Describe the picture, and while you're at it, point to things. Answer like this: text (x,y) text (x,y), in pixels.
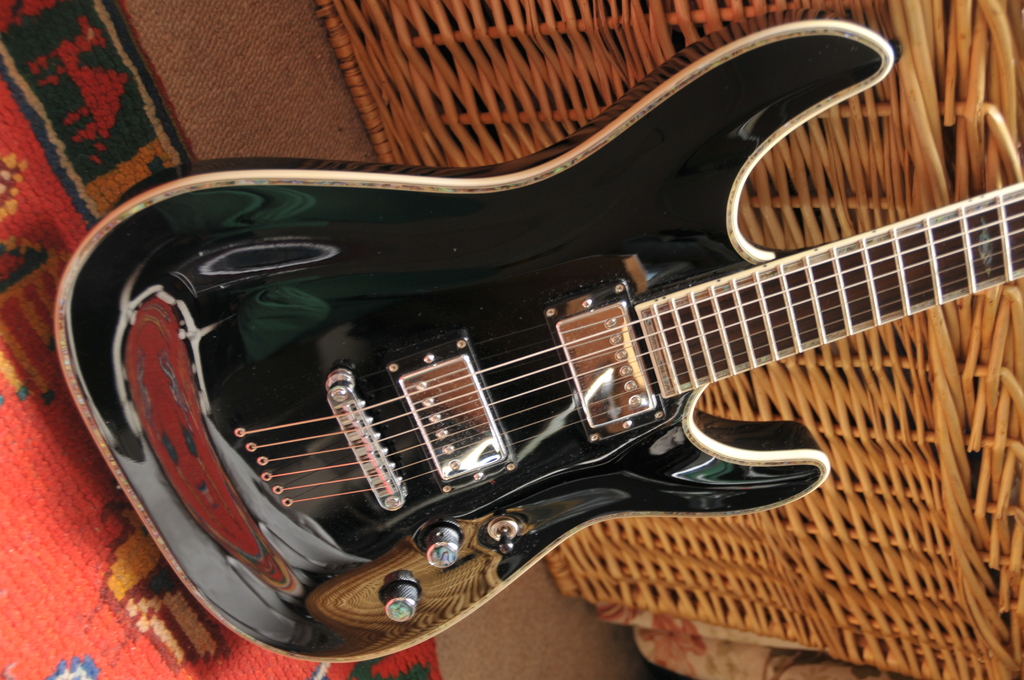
In front of the image there is a guitar (255,389) on the mat (17,142). Beside the guitar (493,216) there are some objects (762,598).
